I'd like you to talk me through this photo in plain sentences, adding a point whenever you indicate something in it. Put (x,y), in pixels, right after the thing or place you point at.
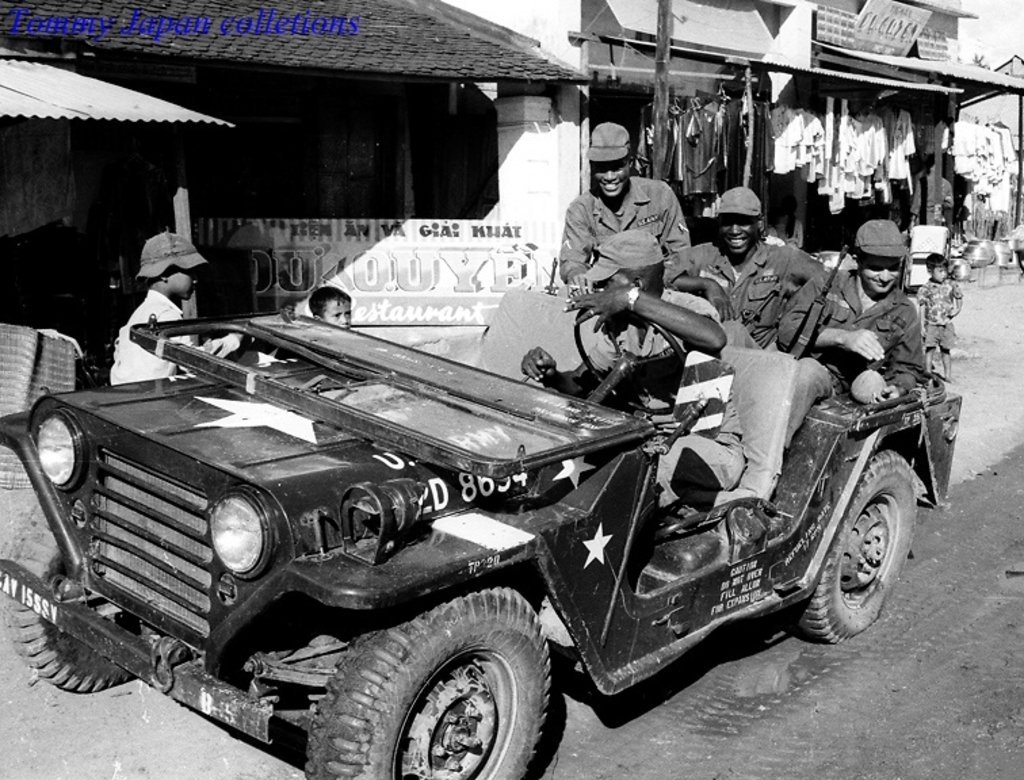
In this picture there is a black color jeep (563,526) with four military man (640,302) sitting and giving a pose into the camera. Behind there are some small roof tile cloth shops (574,97).
